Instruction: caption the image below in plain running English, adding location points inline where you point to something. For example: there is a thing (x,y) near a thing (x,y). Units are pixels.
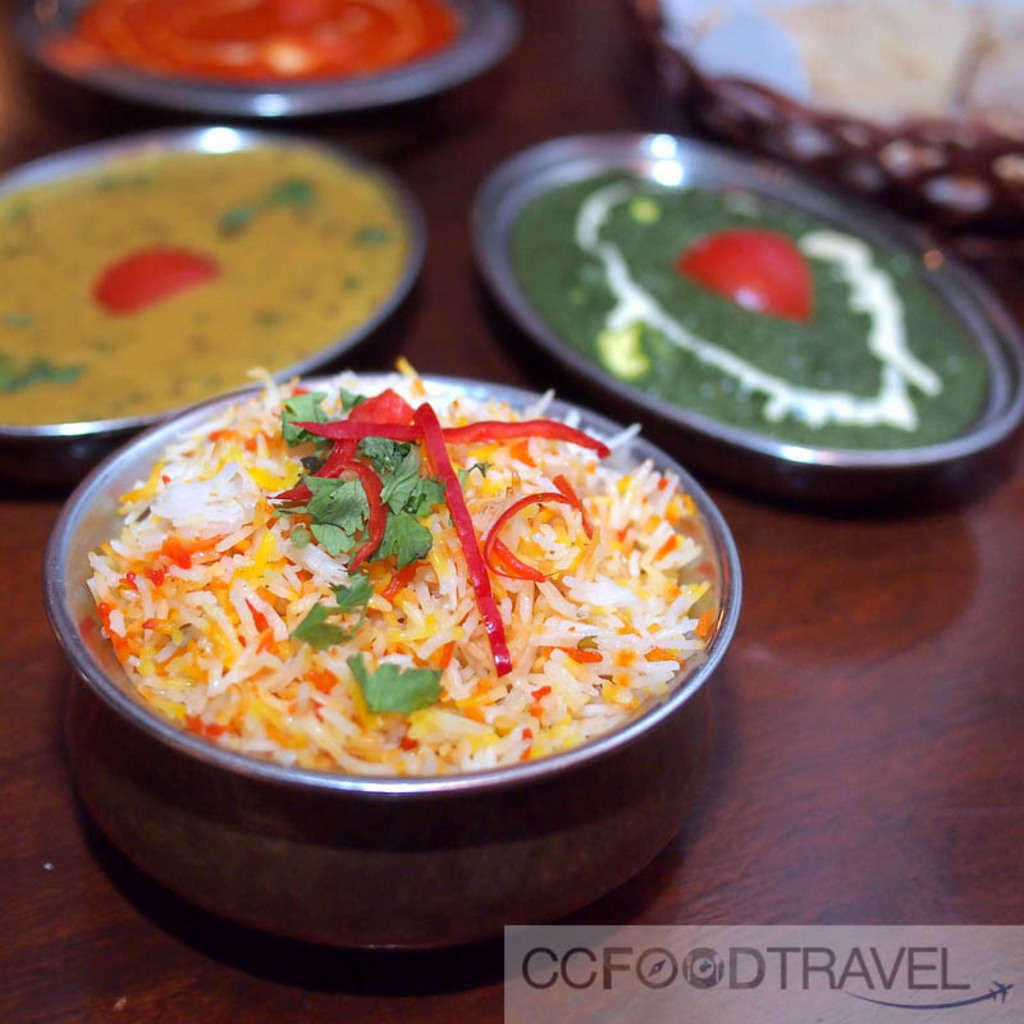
In this image I can see a bowl (704,528), plates (706,428), basket (761,134) and food (708,320) are on the wooden surface (862,782). At the bottom right side of the image (870,994) there is a watermark (903,951).
